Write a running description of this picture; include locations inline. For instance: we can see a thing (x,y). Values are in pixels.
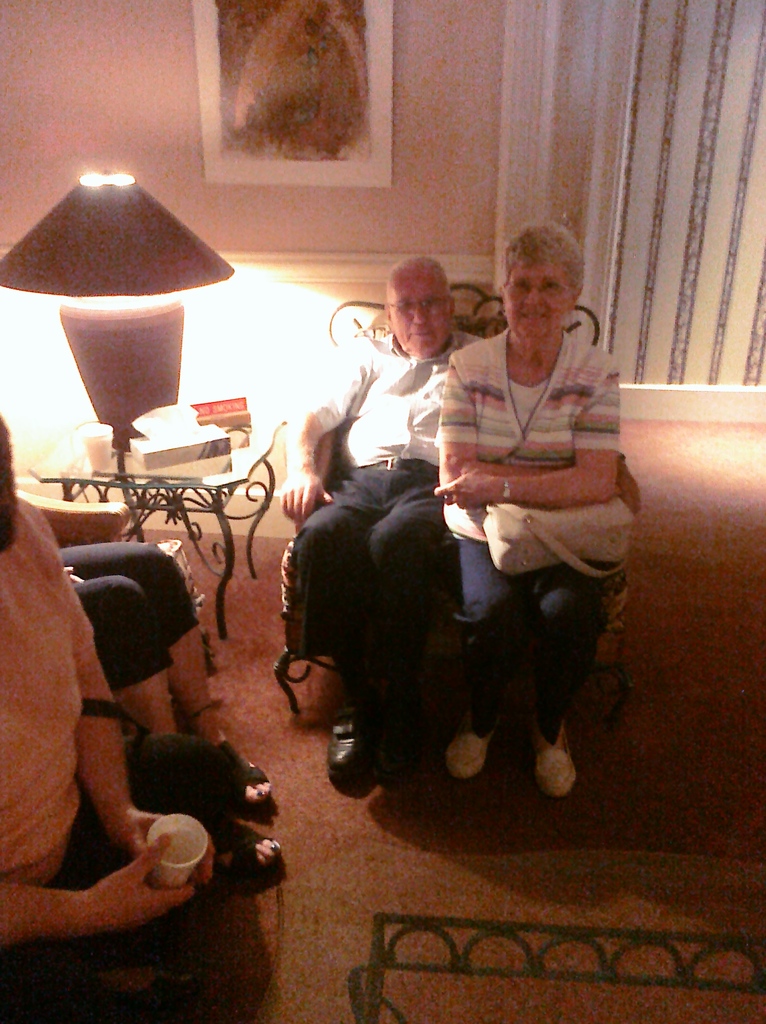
There are four persons (459,480) in this image and there is a woman (477,376) and man (386,450) who is sitting on the chair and the woman (495,456) is holding a handbag (536,559) and at the left side of the image (91,679) there is lady person (203,919) who is holding a coffee glass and at the top of the image (261,0) there is a scenery (276,45) which is attached to the wall (401,159) and at the top left of the image (4,271) there is lamp (9,260) which is placed on the table (171,490).
